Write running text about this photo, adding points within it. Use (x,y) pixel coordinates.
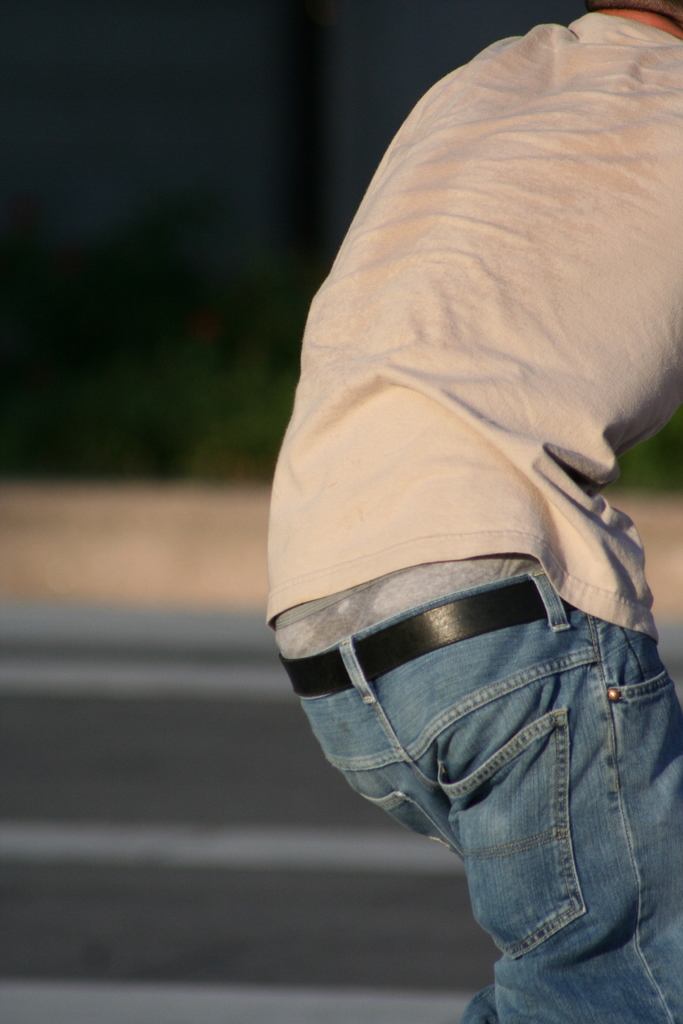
In the foreground of the image (479,402) there is a person (479,402). The background of the image (68,106) is blurred. At the bottom of the image (251,941) there is road (230,945).
